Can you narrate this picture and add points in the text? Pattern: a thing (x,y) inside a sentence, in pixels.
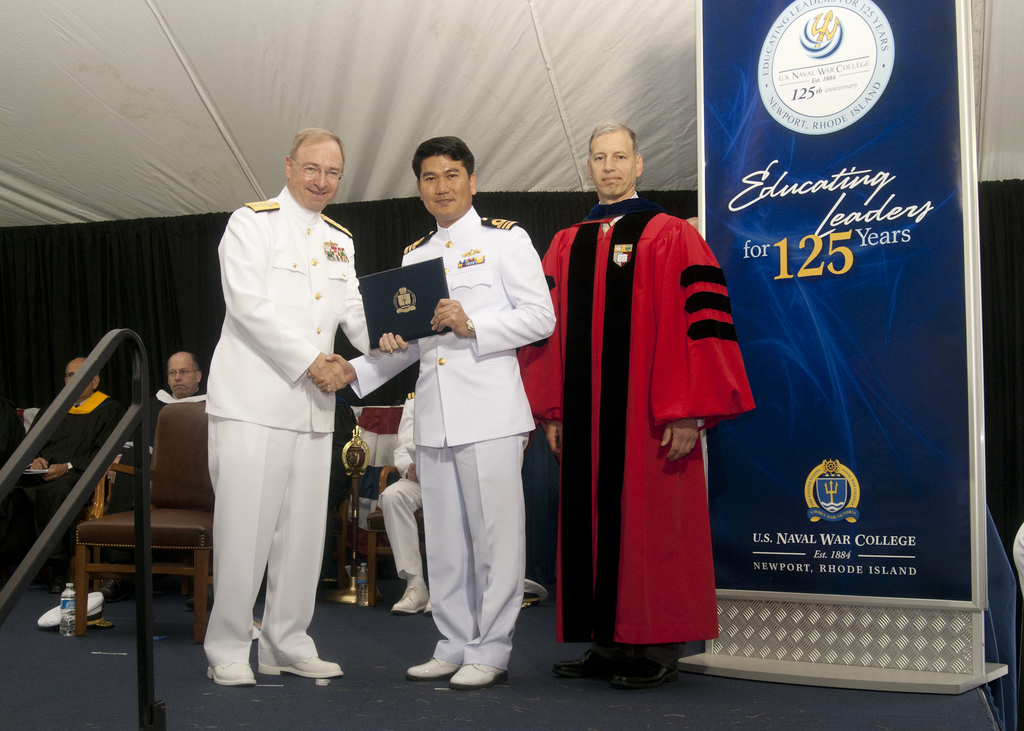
In this picture we can see there are three people (601,493) standing on the path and some people (410,457) are sitting on chairs (174,444). Behind the people (227,370) there is a banner (753,463) and a black cloth (171,244).
